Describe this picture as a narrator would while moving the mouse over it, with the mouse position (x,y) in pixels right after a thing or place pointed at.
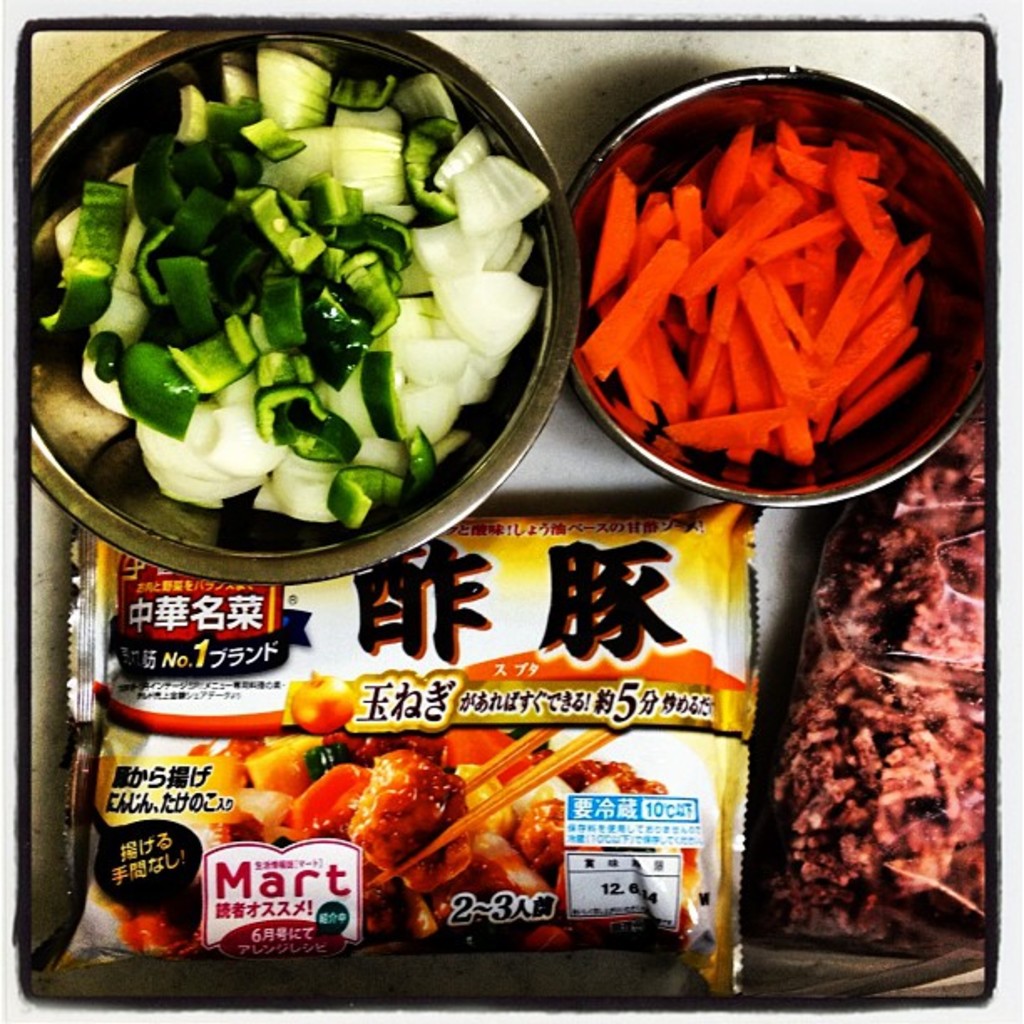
In this image we can see some food (442,301) in the two bowls (552,289). There are few food packets (690,788) at the bottom of the image (747,771). We can see some food (516,826) and the text (578,812) printed on the packet (429,793) at the left side of the image (191,807).
